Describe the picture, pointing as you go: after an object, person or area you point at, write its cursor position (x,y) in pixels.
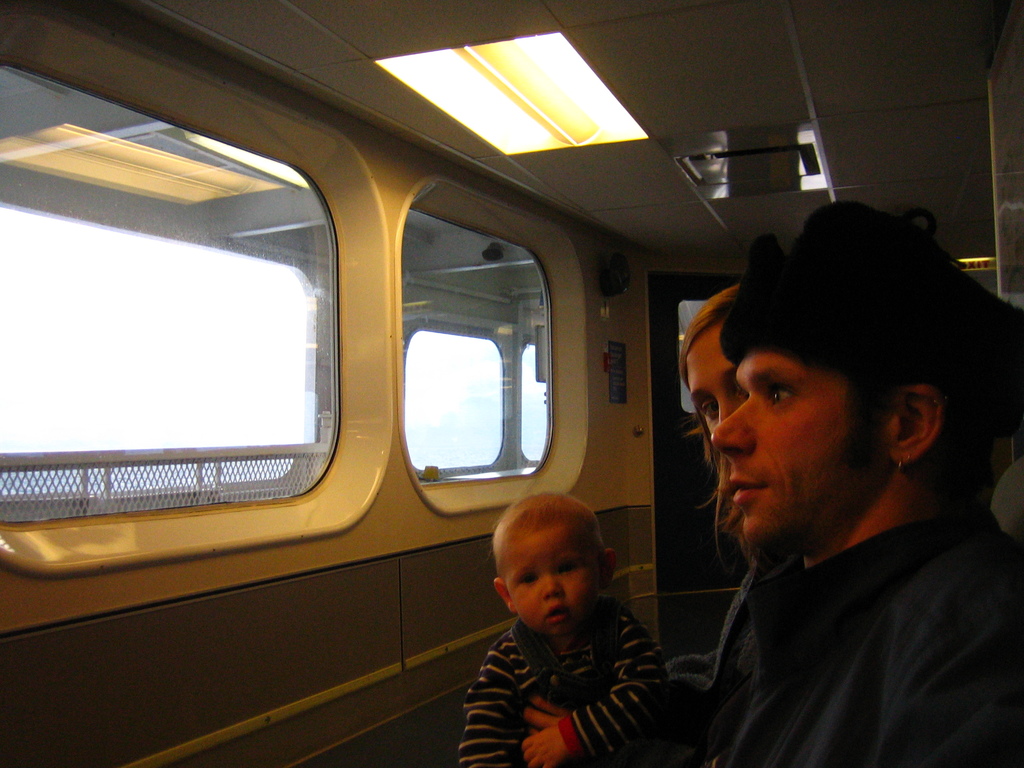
In this image we can see three persons (582,531) in the vehicle (479,553), at the top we can see the lights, through the windows (434,297), we can see the sky (291,382).
